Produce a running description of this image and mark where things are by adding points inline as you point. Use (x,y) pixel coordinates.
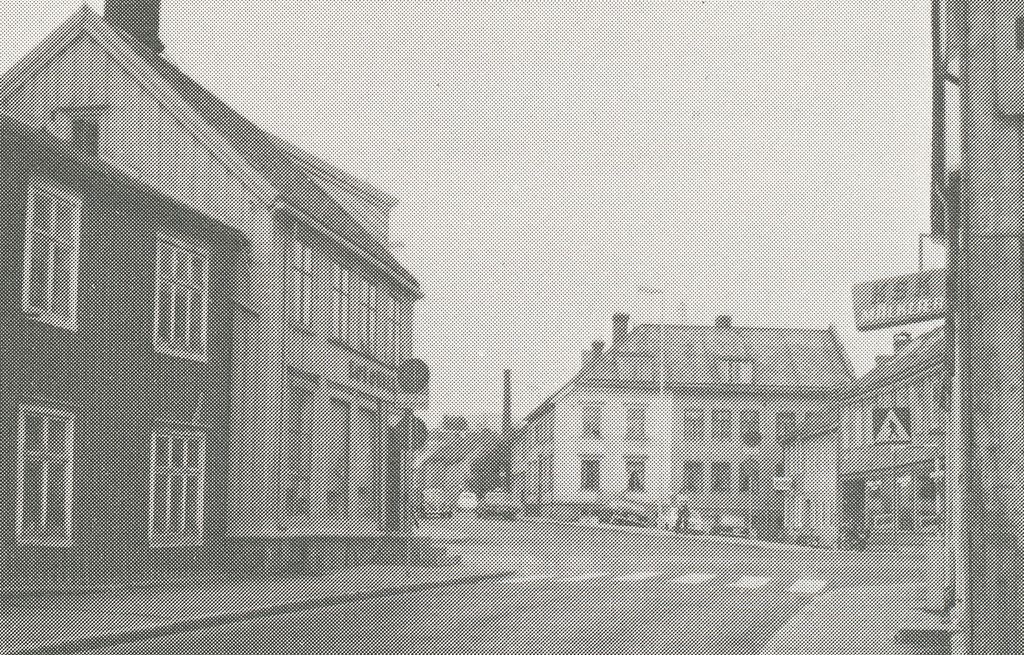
In this image there are buildings (642,457), vehicles (614,513) and there are boards (889,306) with some text (879,310) written on it.
